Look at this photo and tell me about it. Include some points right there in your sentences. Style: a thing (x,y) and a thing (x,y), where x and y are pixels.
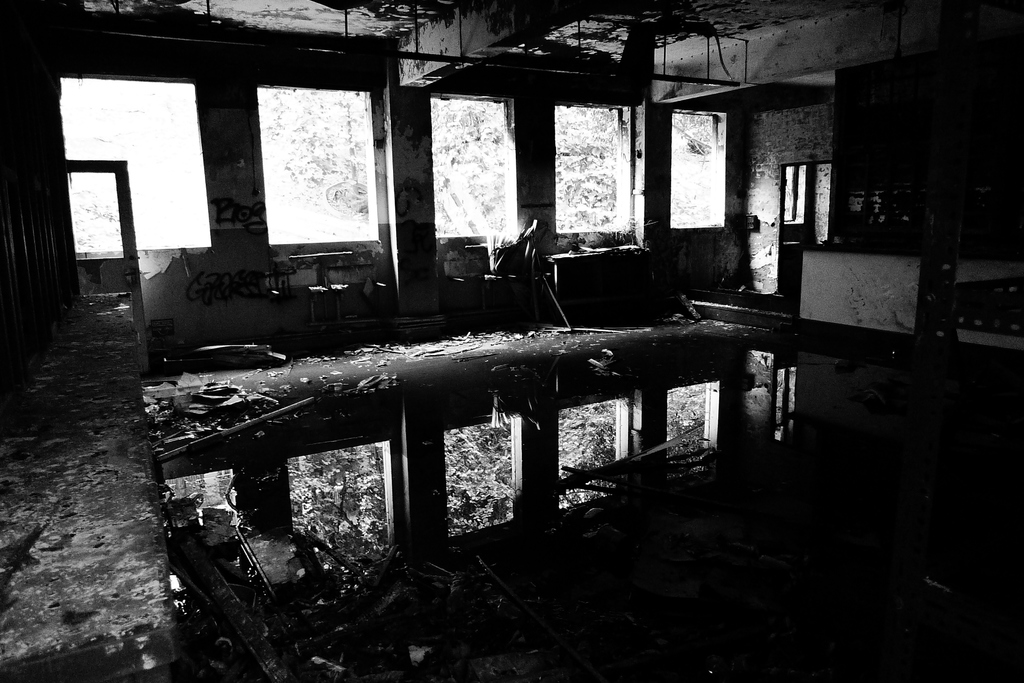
This is a black and white picture, in this image we can see an inside view of the building (262,271), there are some windows (701,218), pillars (931,225) and some other objects (982,327).
